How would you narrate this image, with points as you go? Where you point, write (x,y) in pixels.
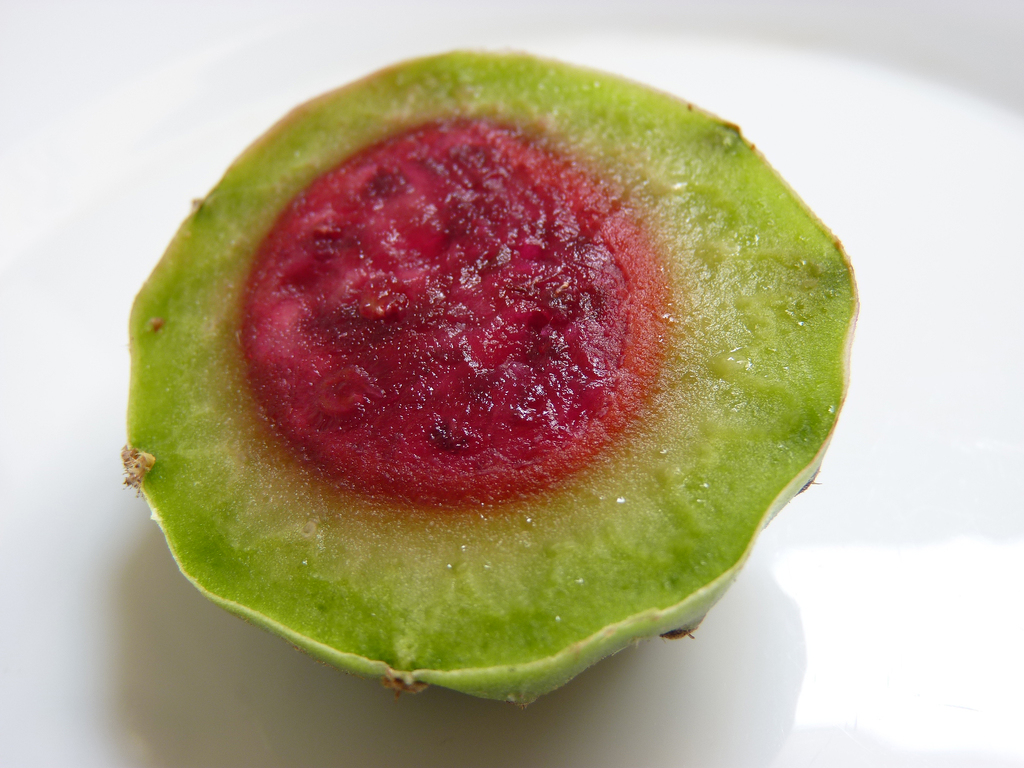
In this image we can see a fruit (623,532) on the white color surface (875,587).
